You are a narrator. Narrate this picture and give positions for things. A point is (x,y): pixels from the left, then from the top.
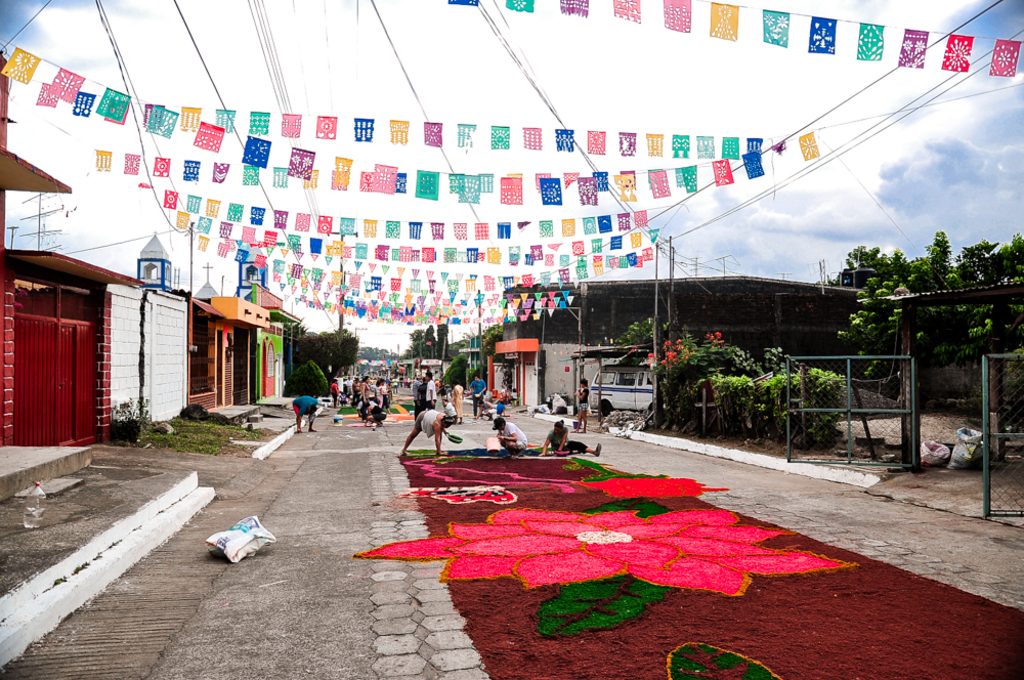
In the center of the picture (351,383) it is a street (275,655), on the street (522,410) there are people (459,413) and rangoli arts (581,553). On the right (904,364) there are trees (821,387), fencing (882,382), car (607,388) and buildings (771,317). On the left (206,400) there are trees (323,347) and buildings (255,301). At the top (341,139) there cables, ribbons (552,224) and sky (386,342). In the center of the background (444,343) we can see trees (430,353).
